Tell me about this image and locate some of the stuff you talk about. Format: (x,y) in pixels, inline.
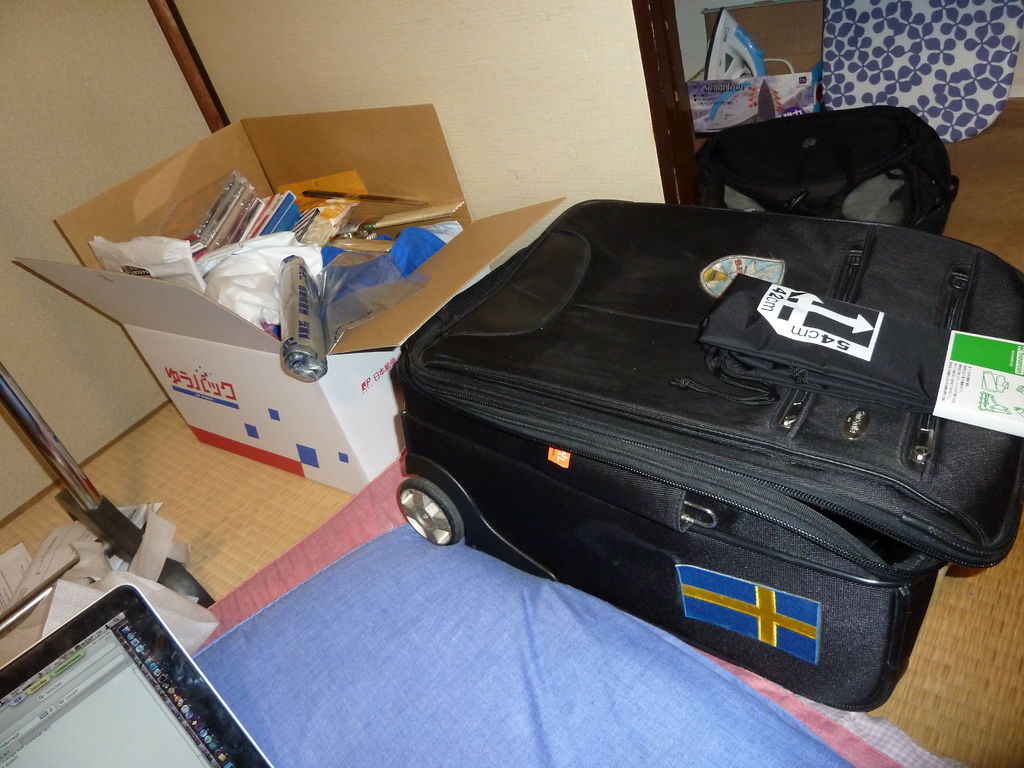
In this image it seems like there is a trolley bag (772,477) and a box (376,373) beside it. In the box (354,371) there are covers (226,273), cd's (209,217). At the bottom (78,688) there is laptop (75,720), papers (88,601), stand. At the top right corner (737,71) there is an iron box (726,45) and a bag (753,127) which is kept on floor (975,612).
